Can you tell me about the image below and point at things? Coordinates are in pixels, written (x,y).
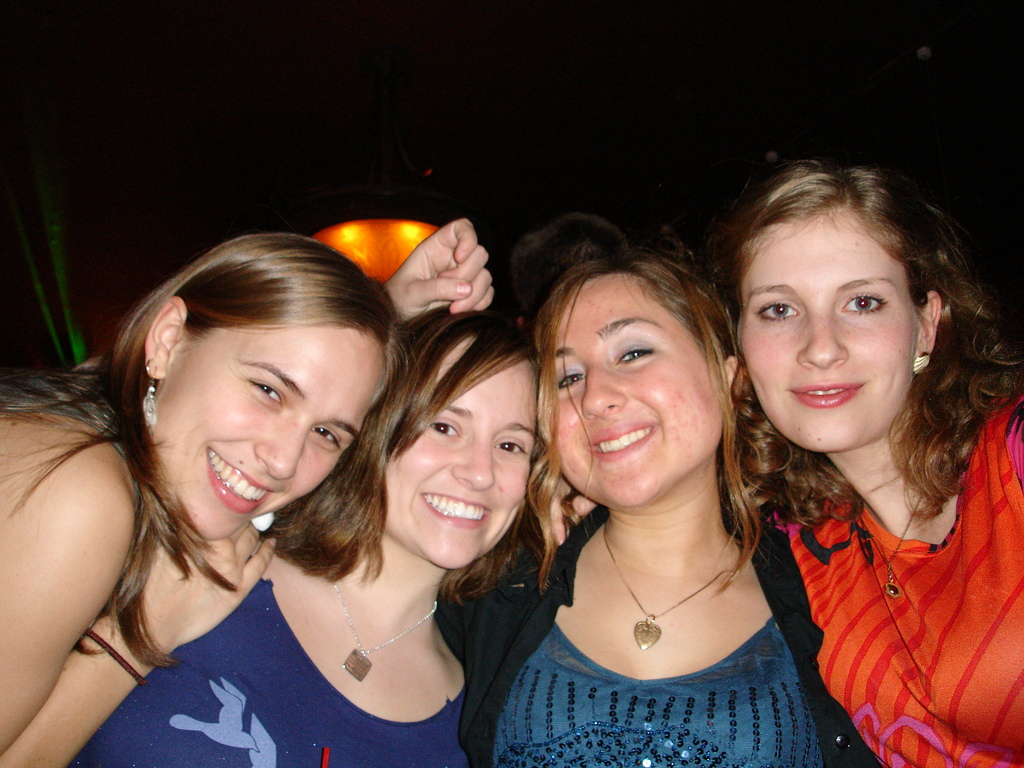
In the foreground of this image (571,487), there are four women (498,696) posing to a camera and having smile (439,504) on their faces (173,491) and the background (109,93) is dark.
